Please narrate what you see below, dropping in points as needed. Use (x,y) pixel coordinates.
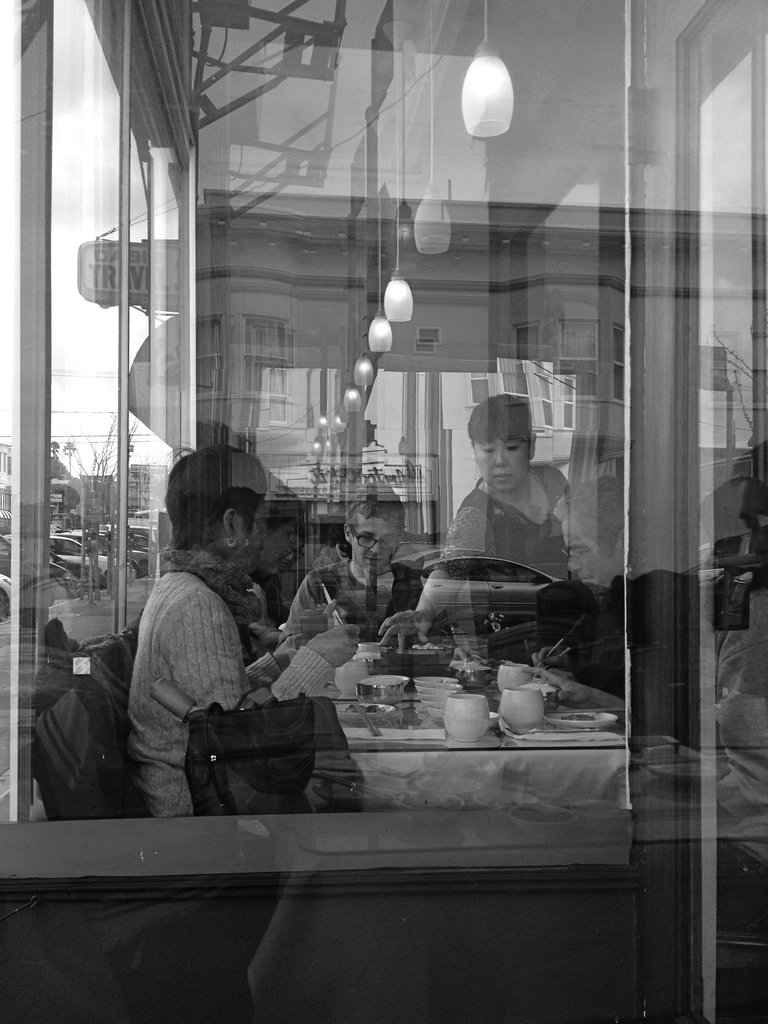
There is a glass (465,499). From the glass (566,712) we can see few persons (181,589), table (470,795), cups (523,697), and plates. There is a bag (217,799). Here we can see lights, buildings (4,455), cars (146,546), and boards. On the glass (617,615) we can see the reflection (516,355) of a building (521,280).
